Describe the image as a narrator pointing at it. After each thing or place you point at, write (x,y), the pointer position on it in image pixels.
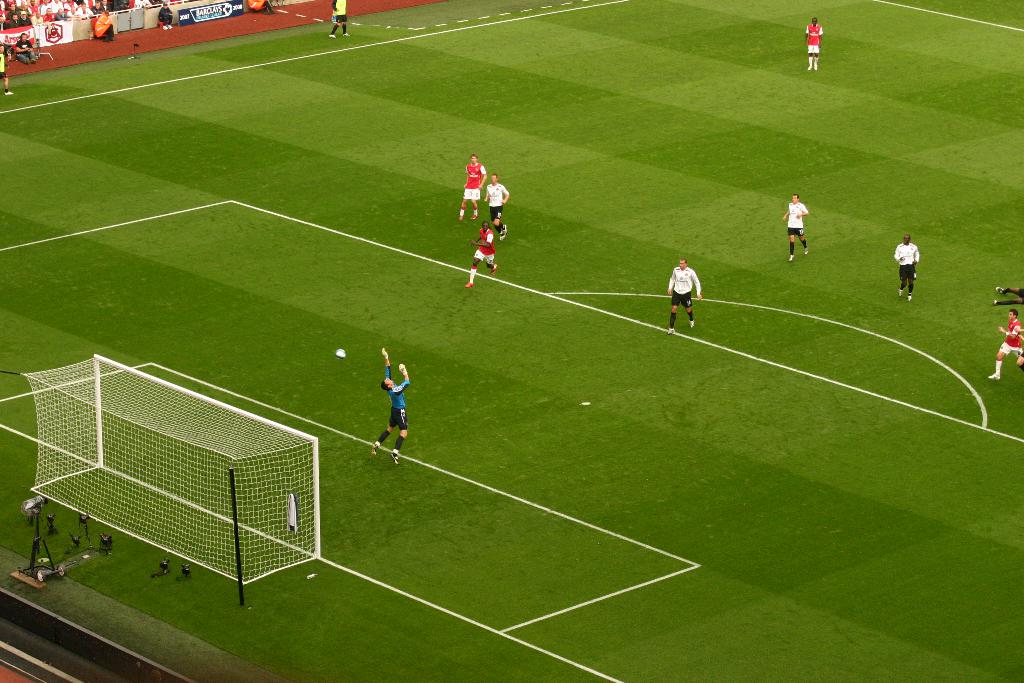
There are people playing and a net (56,415) in the foreground area of the image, there are posters (58,40) and people (100,24) in the top left side (105,22).
